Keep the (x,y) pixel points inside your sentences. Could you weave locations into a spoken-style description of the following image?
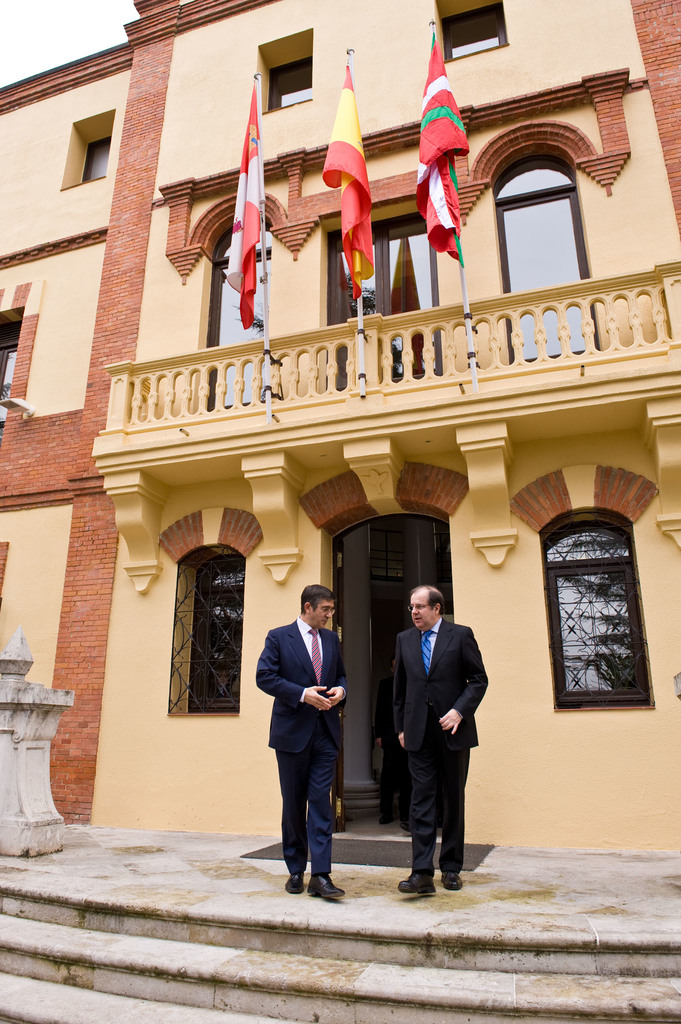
As we can see in the image there is a building (94,471), flags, stairs (244,934) and two people (291,832) wearing black color jackets (311,729). On the top (43,63) there is sky (43,31).
